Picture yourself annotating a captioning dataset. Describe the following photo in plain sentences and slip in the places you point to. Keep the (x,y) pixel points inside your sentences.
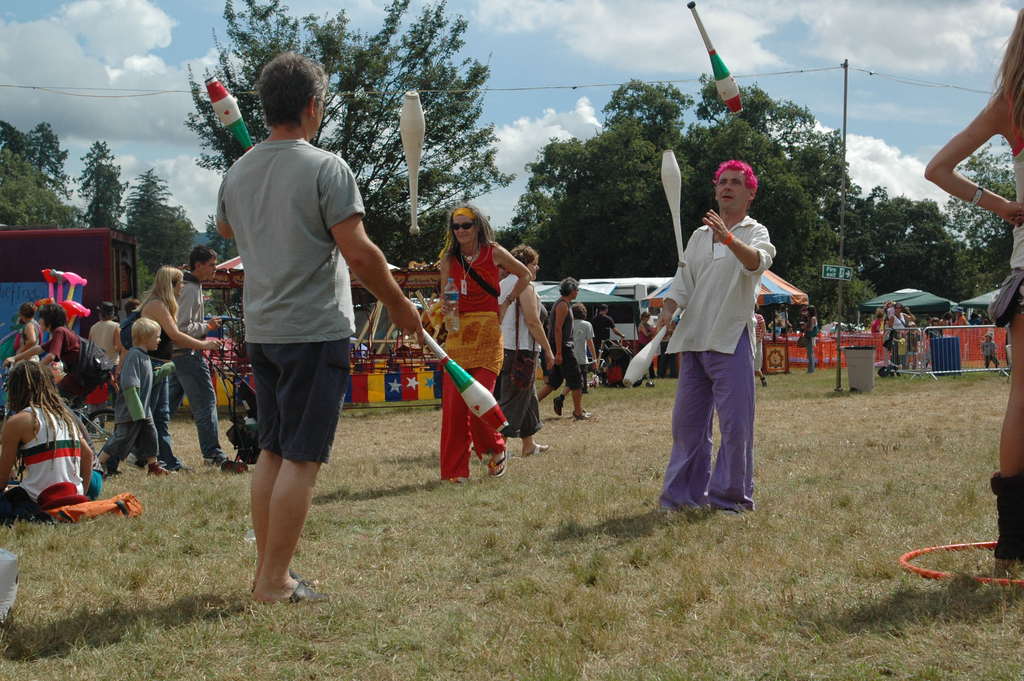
In the image we can see there are people (746,228) standing and they are playing with objects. There are other people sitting on the ground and the ground (262,611) is covered with grass (558,529). Behind there are stalls (366,296) and there are trees (618,269). There is a cloudy sky (902,160).
